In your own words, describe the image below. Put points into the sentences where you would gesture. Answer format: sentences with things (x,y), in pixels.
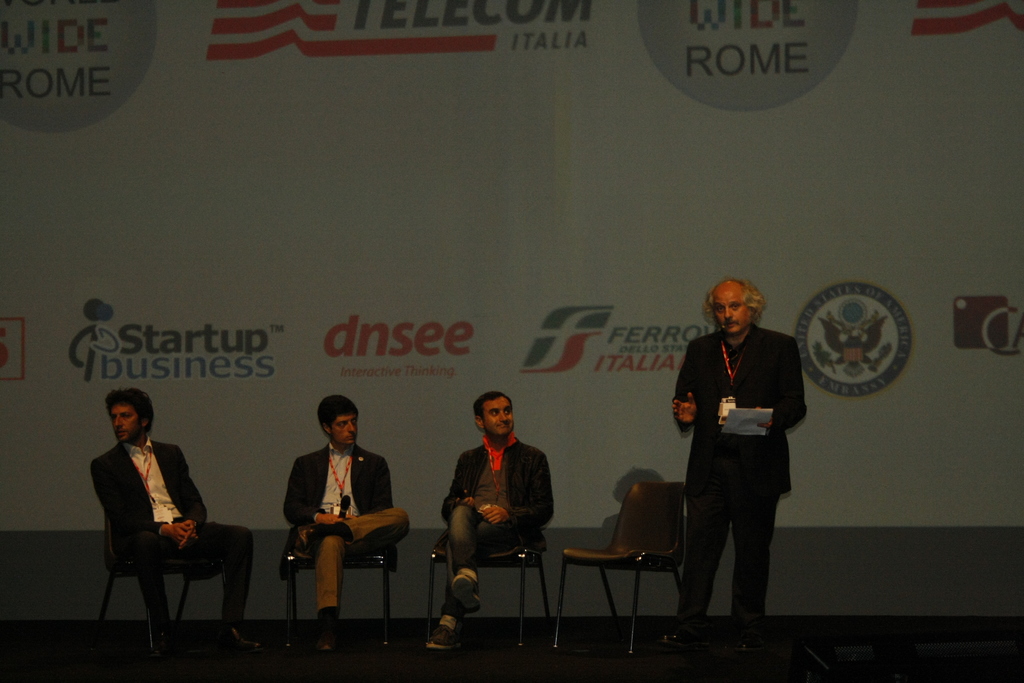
In this image there are three persons (482,493) who are sitting on the chairs (358,557). On the right side (733,454) there is a man (712,455) who is standing on the floor (732,625) by holding the paper (736,424). In the background (418,185) there is a hoarding (652,143).
